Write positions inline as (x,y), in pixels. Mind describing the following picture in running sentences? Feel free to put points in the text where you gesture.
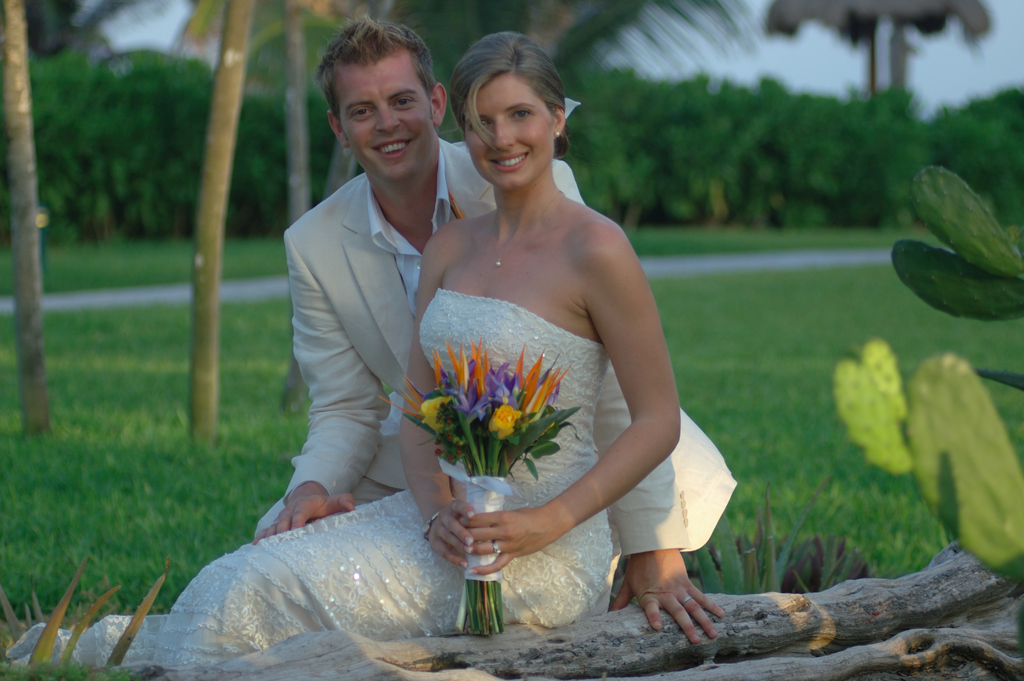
In the front of the image (460,354) there is a man (449,214), woman (488,271), branch (830,601) and leaves (978,214). A woman (474,107) is holding a bouquet (471,422). In the background of the image (979,330) it is blurry. There are trees (72,170), sky (797,48) and grass (808,363).
